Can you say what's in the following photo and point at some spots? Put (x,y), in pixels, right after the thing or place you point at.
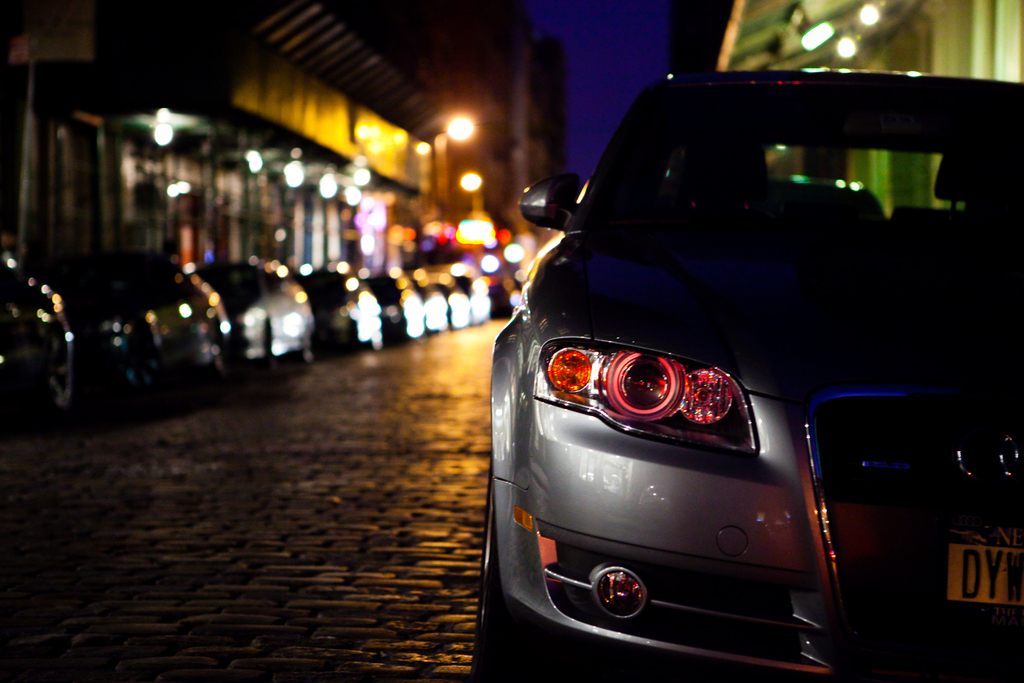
In this image we can see a group of cars (525,346) parked on the road (423,480). In the background (461,180) we can see buildings (890,11) and sky (639,60).
